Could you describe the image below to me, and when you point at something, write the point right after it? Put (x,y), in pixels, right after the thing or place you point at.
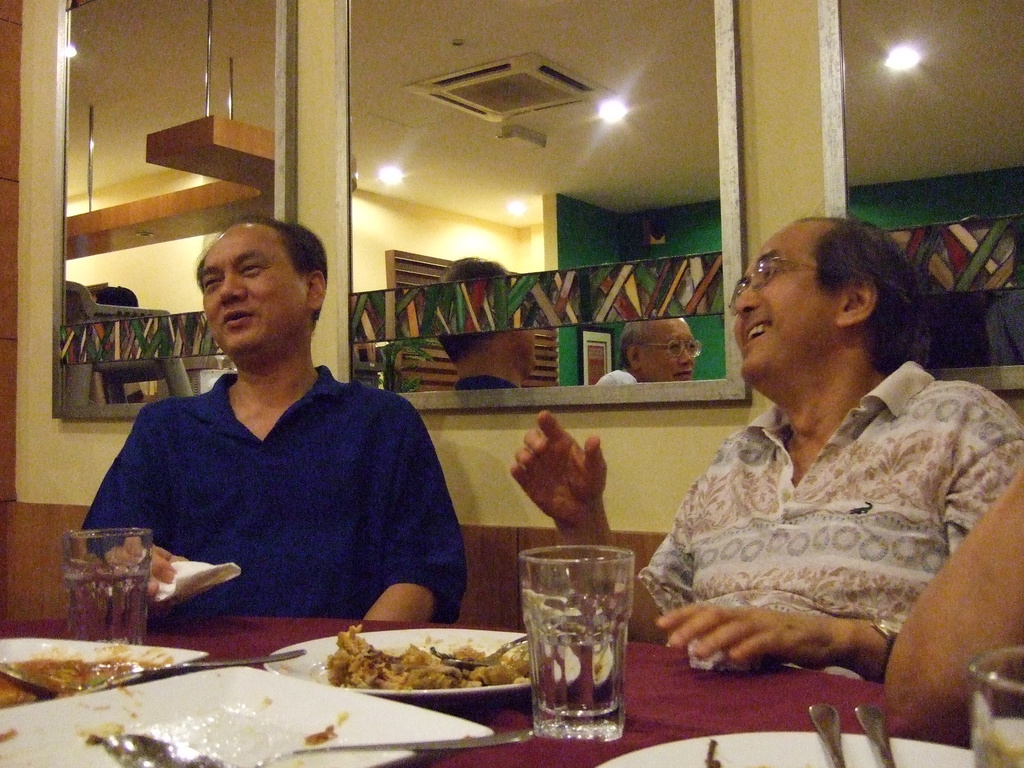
In this picture there are the two persons (900,487) sitting on the chair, in front of them there are the plates (148,708) and glasses (585,689) kept on table (519,722) and on the plate (379,661) there is a food (366,663) seen and back side of the person (313,395) there is a mirror (429,231) visible, on the mirror (449,245) there are some lights (608,116) visible.
